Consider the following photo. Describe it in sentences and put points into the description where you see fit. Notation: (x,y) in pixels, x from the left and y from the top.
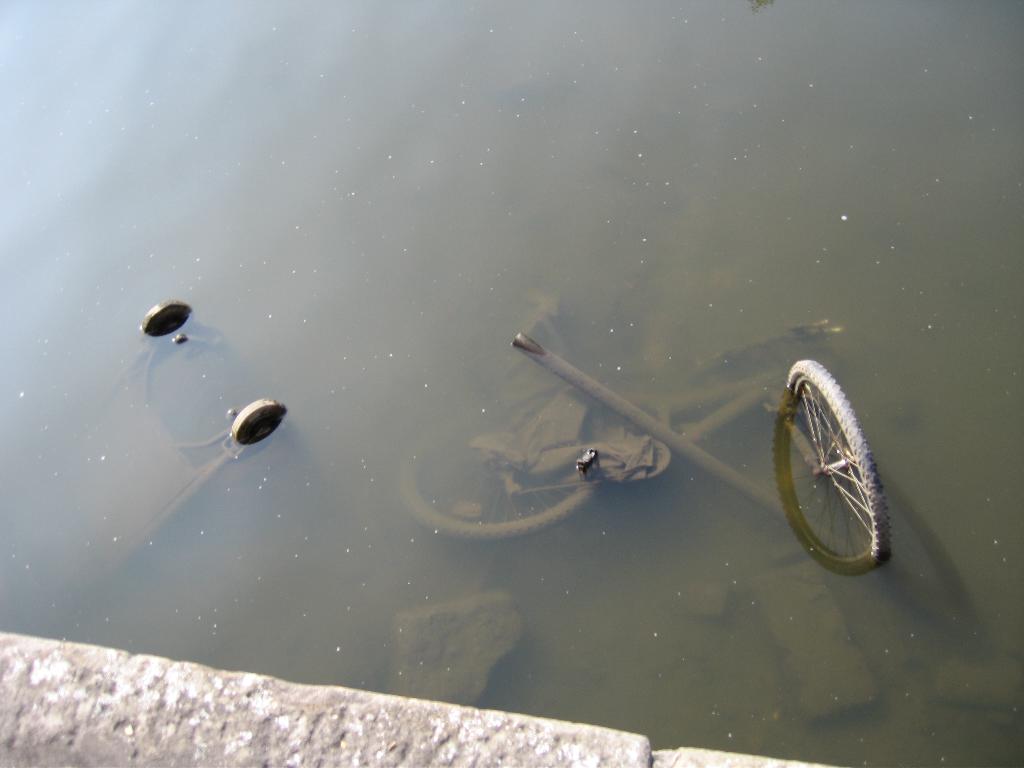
In this image there is a river (529,239), and in river (934,159) there is a cycle (812,431) and some objects (603,458). At the bottom (433,751) there might be a wall (279,756).
